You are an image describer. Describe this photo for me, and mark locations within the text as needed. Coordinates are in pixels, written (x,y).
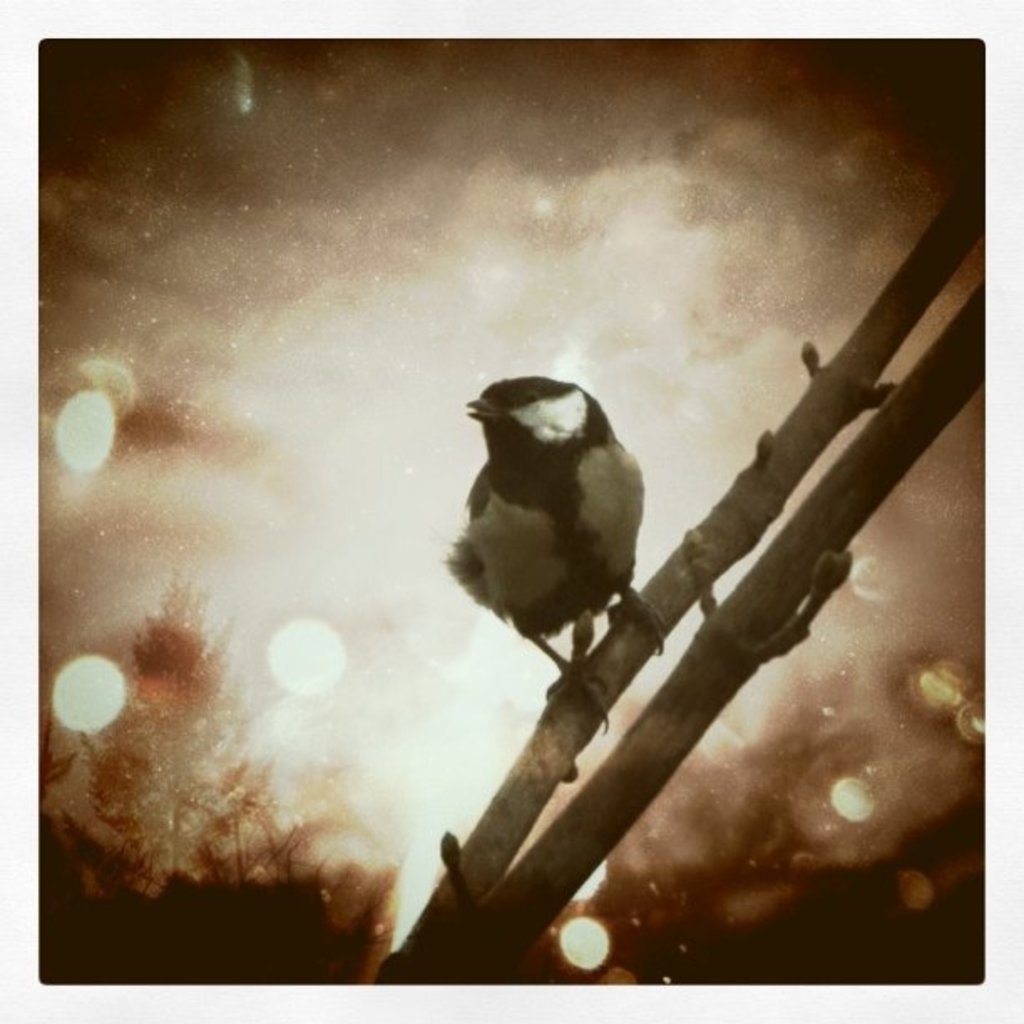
I see that this is an edited image and I see a bird (526,475) over here which is of white, grey and black in color and it is on a stem (679,564) and I see another stem (734,676) over here.
